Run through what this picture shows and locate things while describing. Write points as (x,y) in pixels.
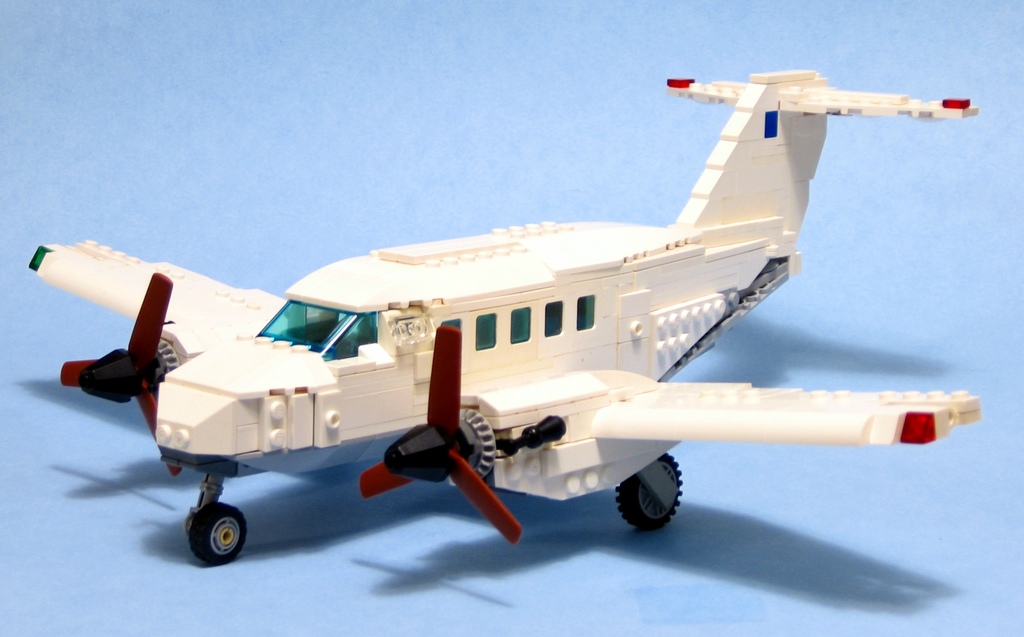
In this picture we can see a toy aircraft (472,371), we can see propellers (127,397) and tyres (203,535) of the aircraft (627,505), there is a plain background (487,171).
